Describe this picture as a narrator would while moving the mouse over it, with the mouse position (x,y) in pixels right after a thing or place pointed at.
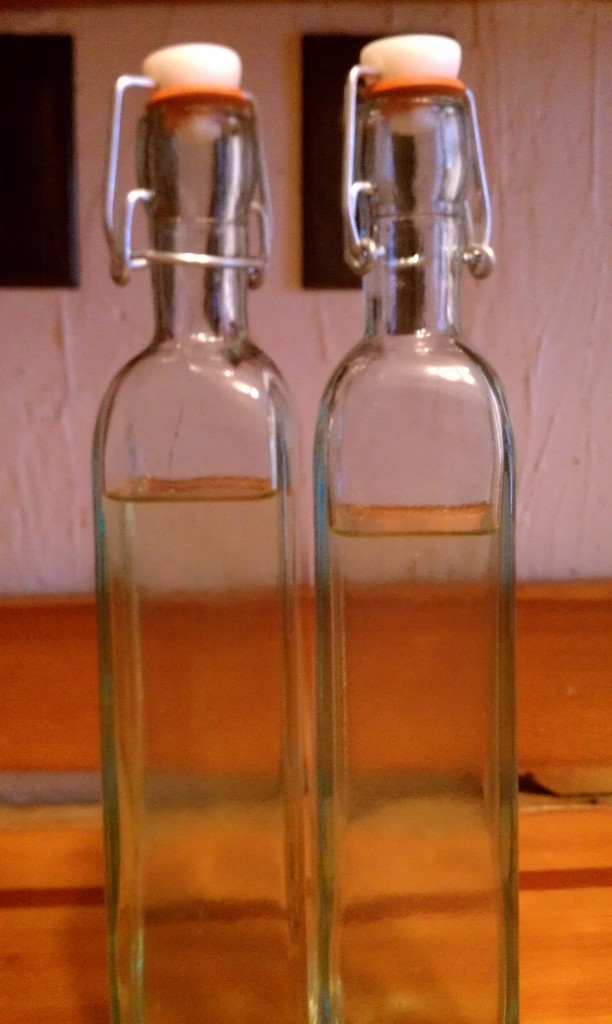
This image consists of two bottles (409,107) with caps (394,73). There is some liquid (459,612) in two bottles (334,791). Bottles (288,778) are placed on some wooden table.
